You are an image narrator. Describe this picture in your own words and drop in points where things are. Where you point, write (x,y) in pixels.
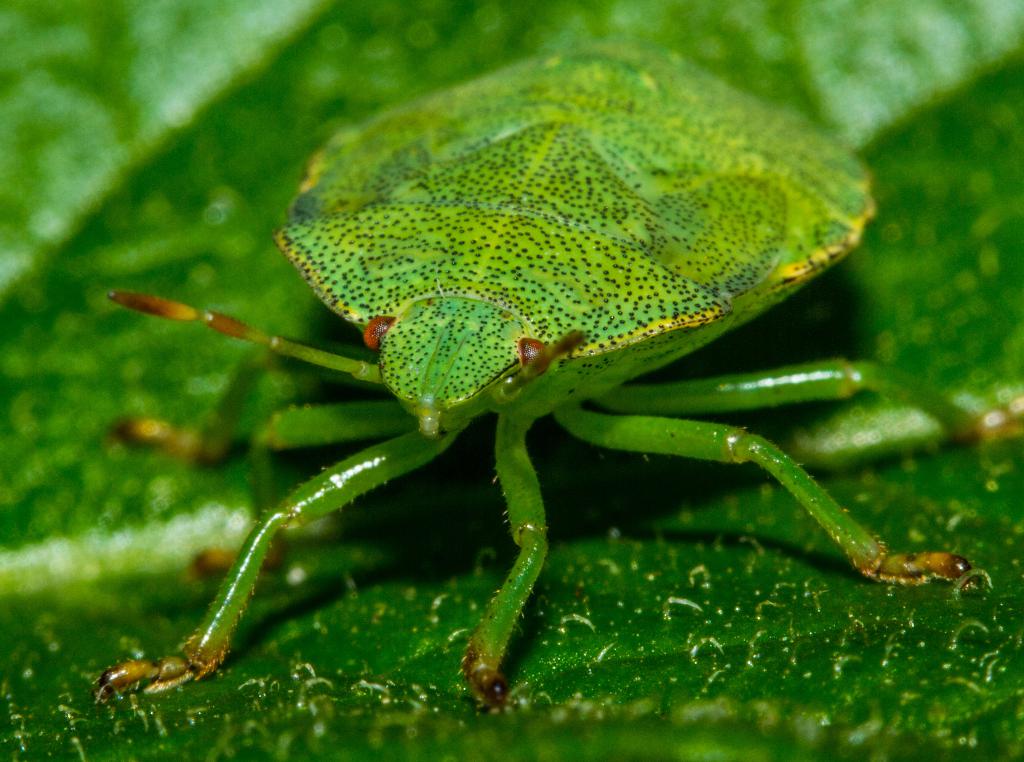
In this image I can see an insect (514,379) on a leaf (667,707). This insect (440,364) is in green color.
